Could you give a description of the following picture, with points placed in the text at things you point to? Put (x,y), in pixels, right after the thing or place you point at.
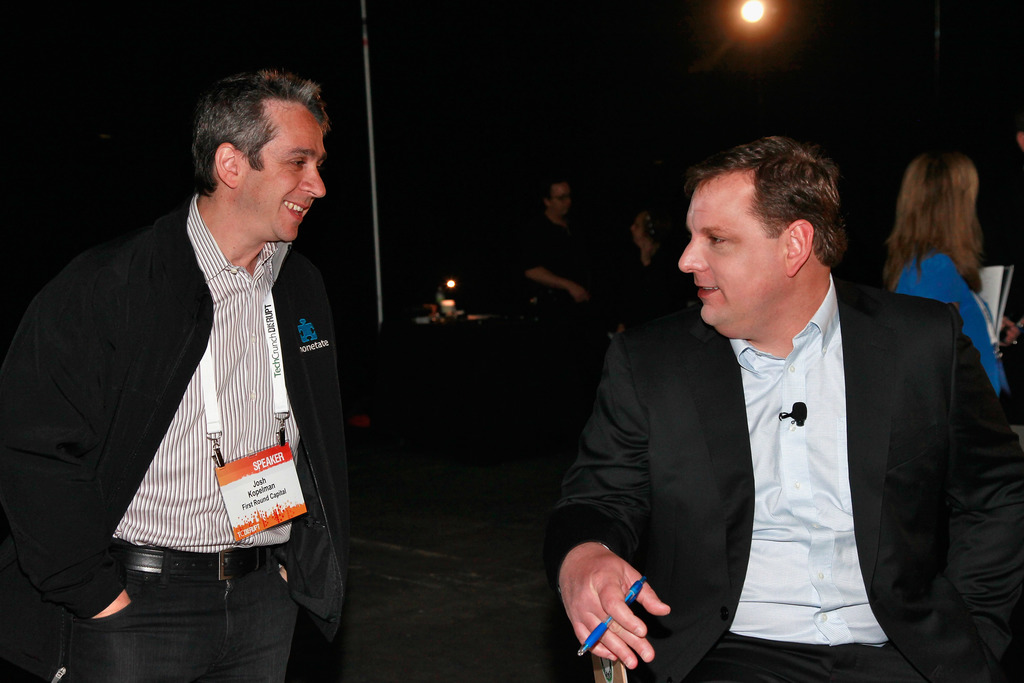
In this picture there are two men (775,514) smiling, among them one man (776,507) sitting and holding a pen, behind these two men (776,485) there are people (561,203) and we can see lights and pole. In the background of the image (462,47) it is dark.
